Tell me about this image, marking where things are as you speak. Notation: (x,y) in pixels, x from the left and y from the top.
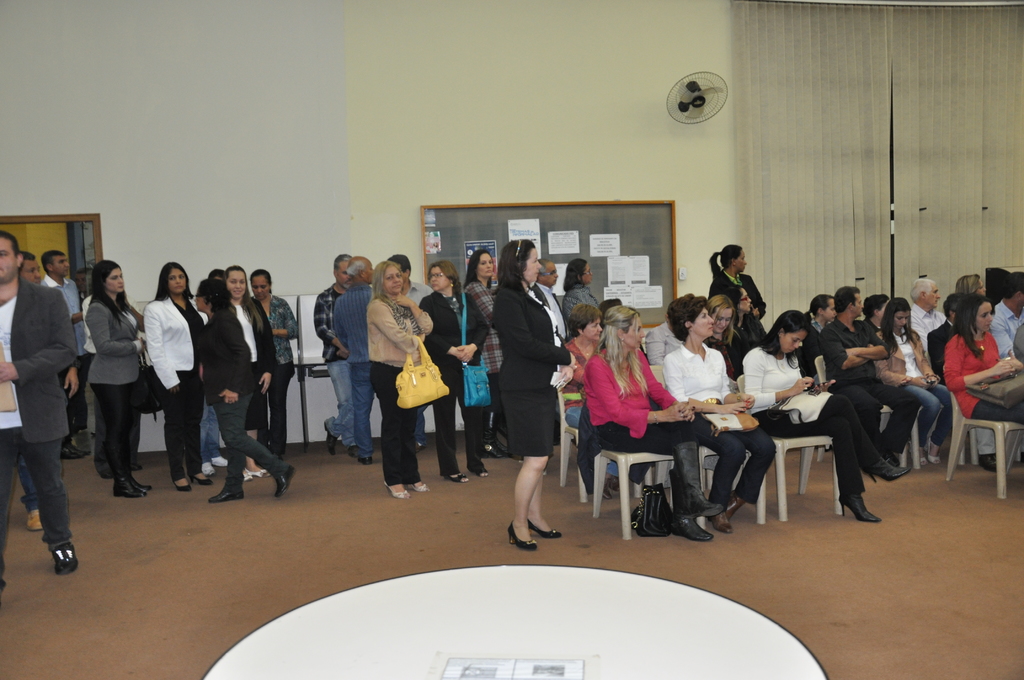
In this picture that so many people (339,434) standing position and some are in sitting position few are holding a bag (417,376) at the back side (555,111) we can see a big wall (638,131) which is fixed with notice board (609,260).
